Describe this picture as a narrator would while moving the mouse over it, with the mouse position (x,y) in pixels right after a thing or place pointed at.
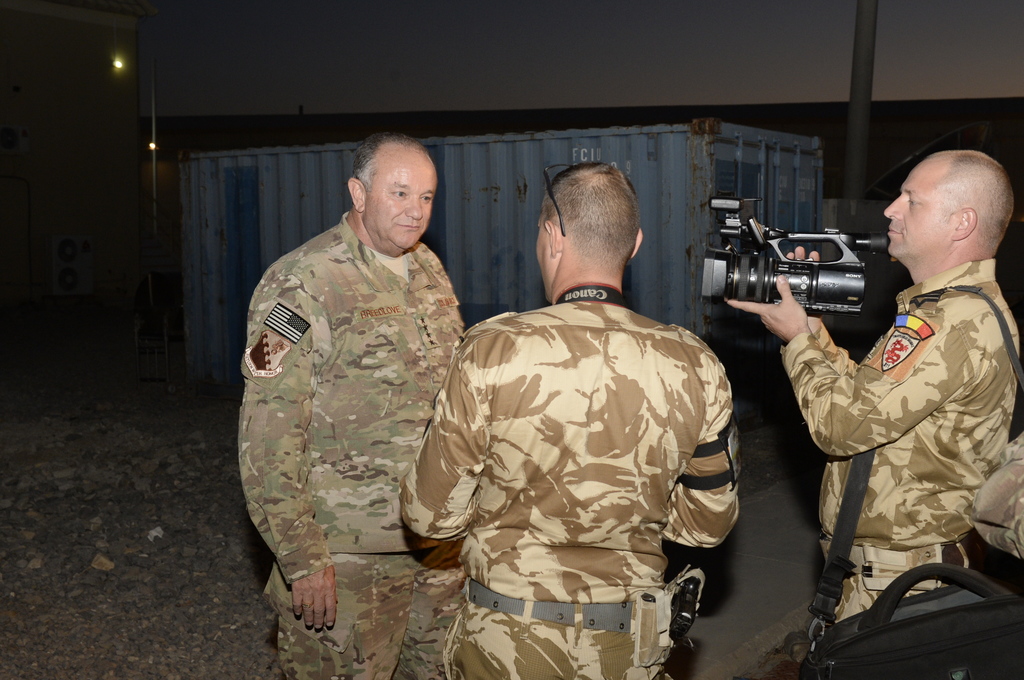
In this picture we can see three men (576,441) where one is holding camera (769,267) in his hand (788,283) and pointing to this person (383,330) and carrying bag (864,480) and in background (530,148) we can see box (499,144), light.
